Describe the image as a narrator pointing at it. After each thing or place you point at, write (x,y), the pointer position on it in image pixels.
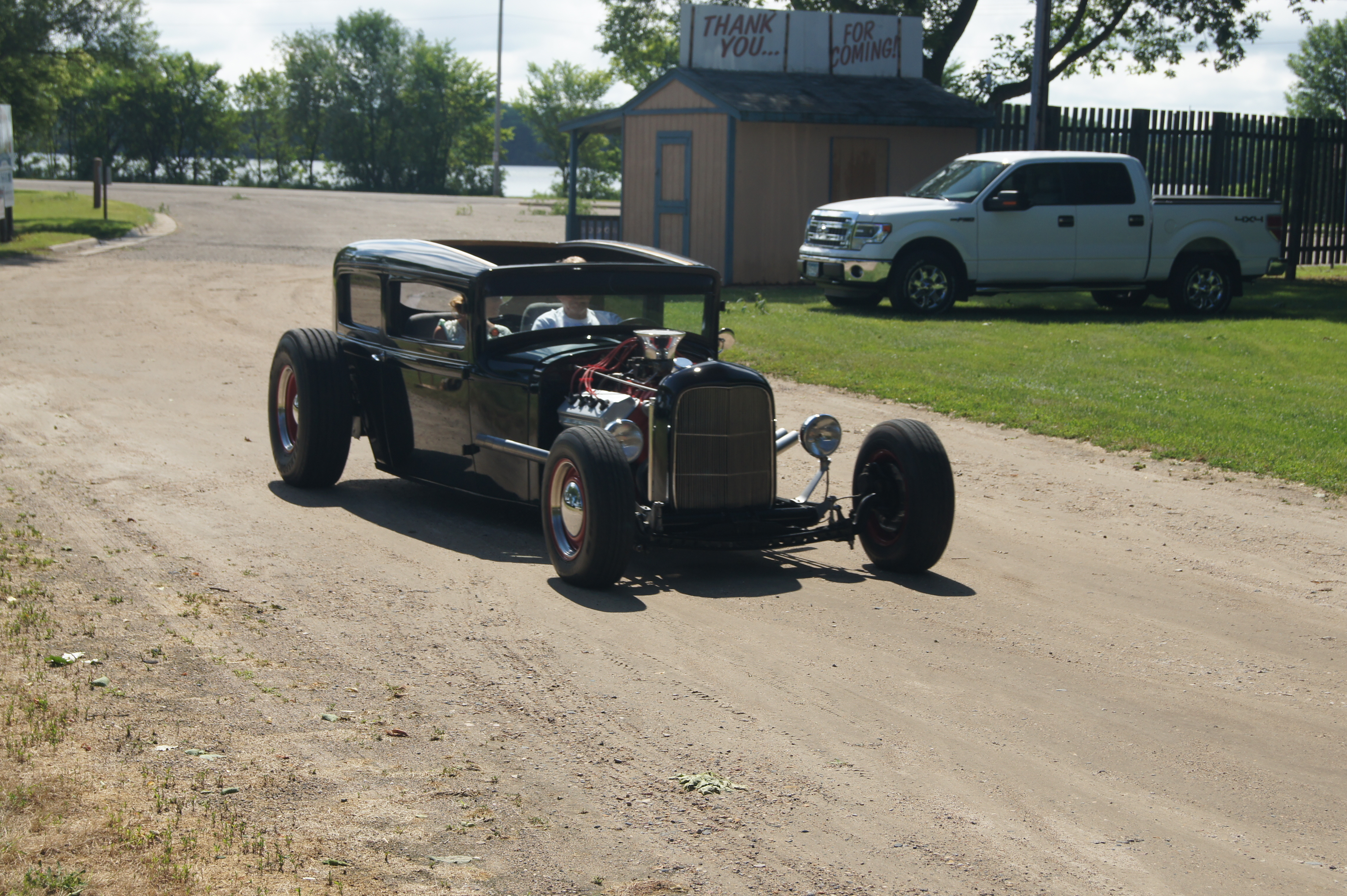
Here we can see two people (596,325) are riding a vehicle (613,577) on the road (959,749). Background (667,189) we can see shed (682,200), fencing (1261,179), truck (1062,199), trees (1344,54), grass (75,203), pole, hoarding (702,6) and sky (518,35).
